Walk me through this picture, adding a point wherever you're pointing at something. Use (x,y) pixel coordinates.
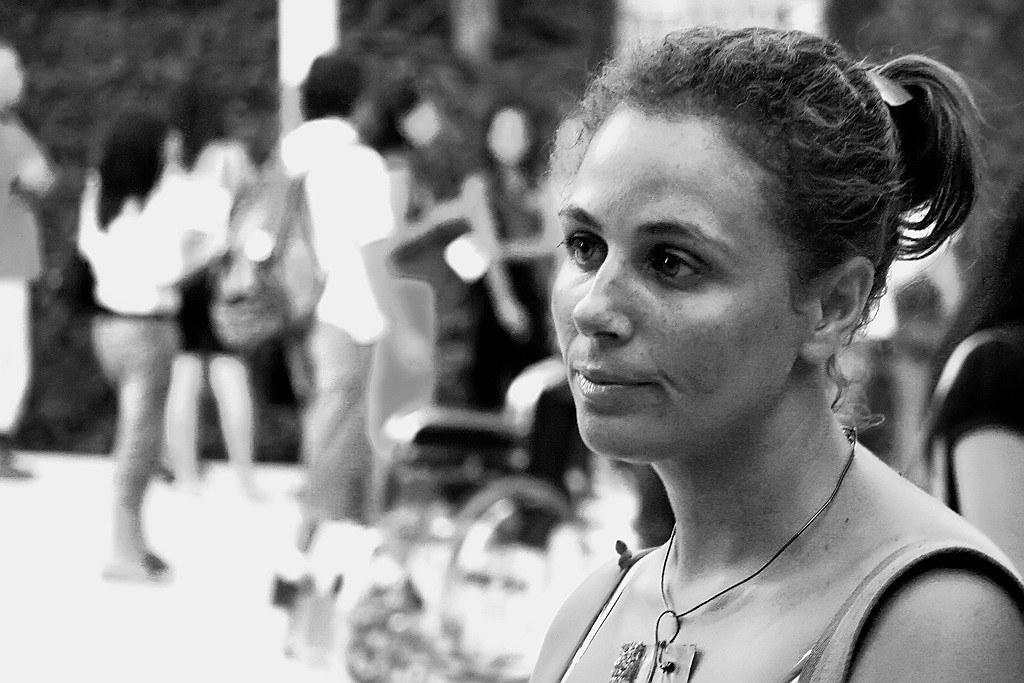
In this image I can see a person (716,508) and I can see blurred background (373,181), and the image is in black and white.
